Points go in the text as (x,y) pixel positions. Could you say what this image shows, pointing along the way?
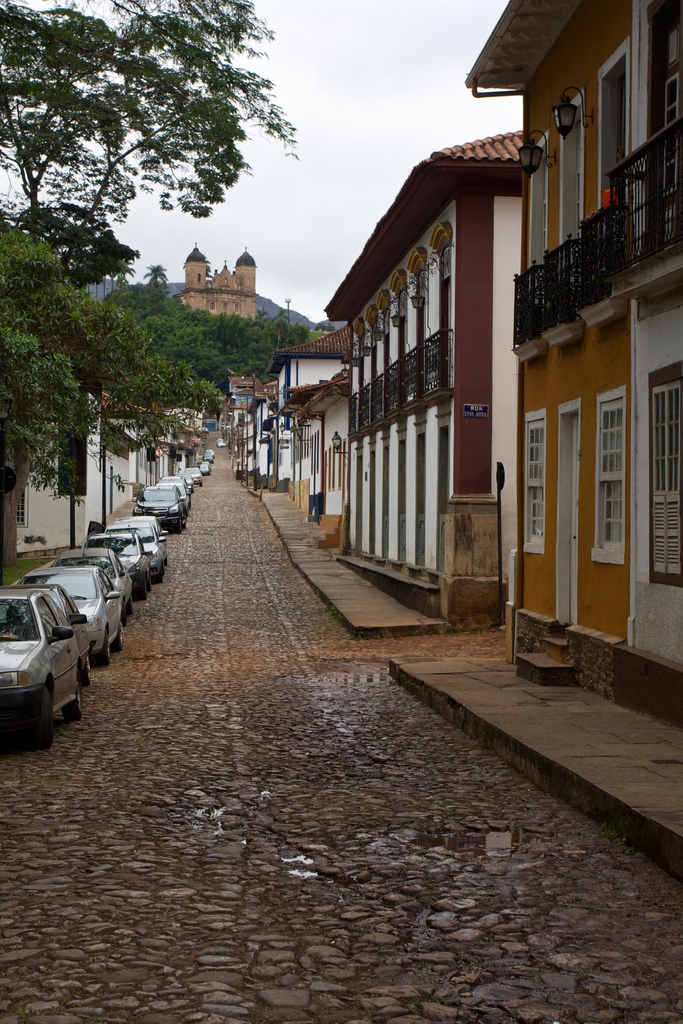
In this image there is a street view, on the street (168,620) there are cars (159,519) parked, on the either side of the street (206,519) there are trees (168,383) and buildings (165,470).
